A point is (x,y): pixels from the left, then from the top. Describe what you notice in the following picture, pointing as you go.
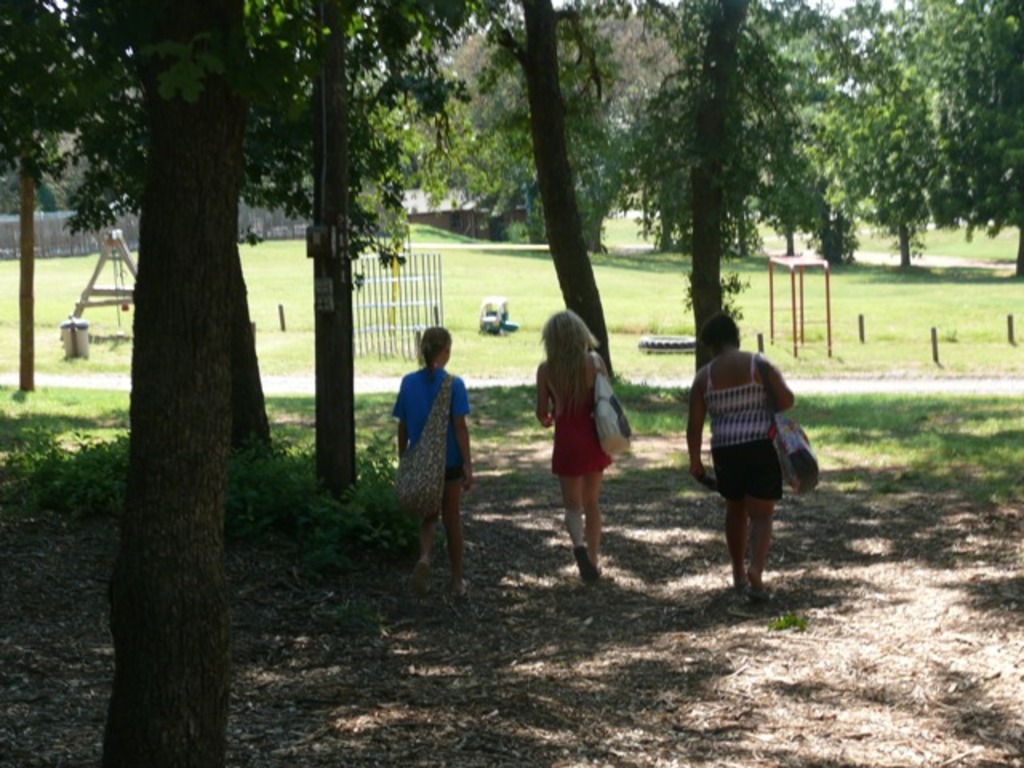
This picture might be taken inside a garden (630,547) and it is sunny. In this image, in the middle (605,472), we can see three people (747,503) are walking on the land (771,656). On the right side (1002,112), we can see some trees (1002,189), poles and a table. On the left side (222,157), we can also see some trees (167,83), cradle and some playing instruments (369,330). In the background (687,155), we can also see a toys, trees (570,133). On the top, we can see a sky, at the bottom (979,541) there is a grass (938,307) and a road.
